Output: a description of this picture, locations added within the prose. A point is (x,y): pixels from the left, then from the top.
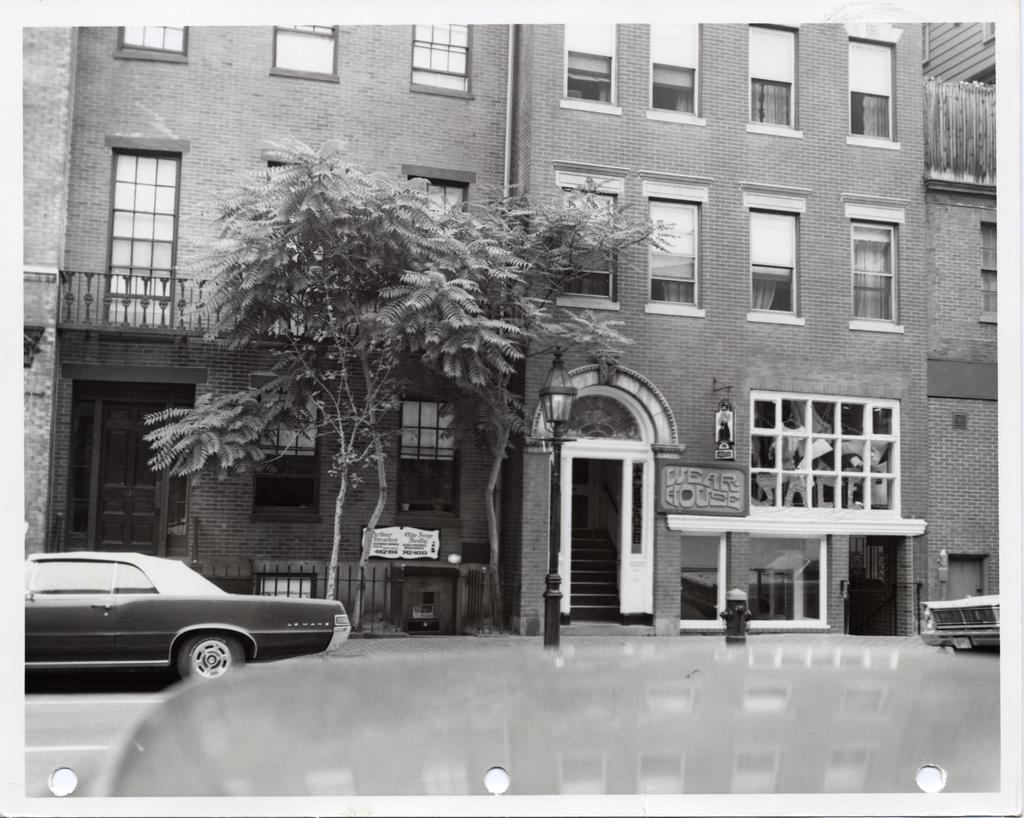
In the picture I can see buildings (454,483) and trees (463,311). I can also see vehicles (431,691) on the road (158,698). This picture is black and white in color.
